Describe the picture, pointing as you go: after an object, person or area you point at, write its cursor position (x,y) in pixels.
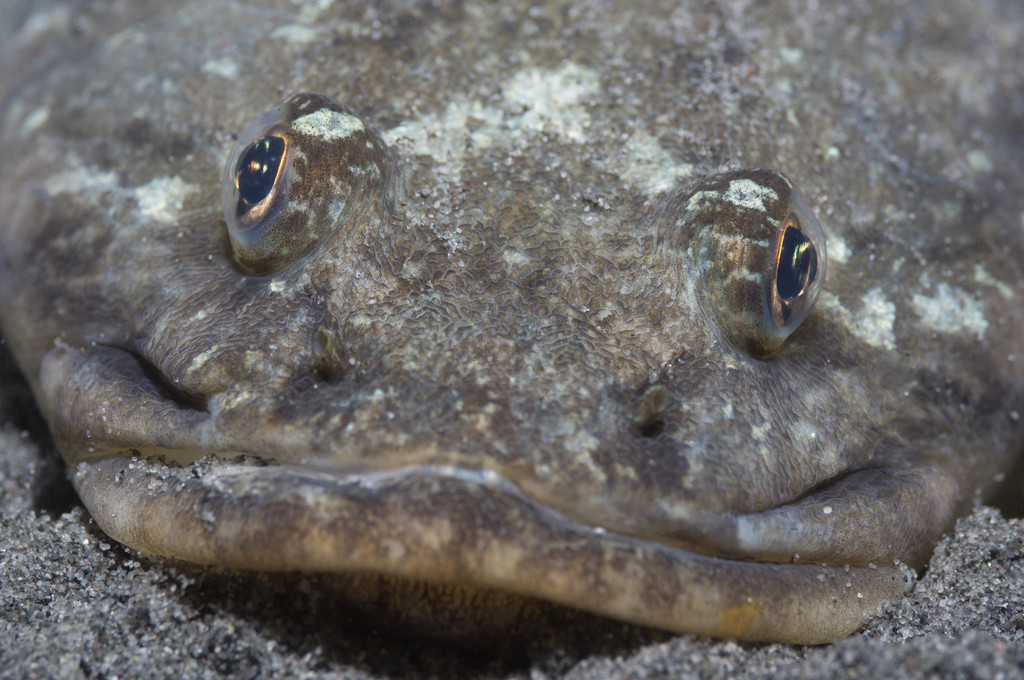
In the image in the center (478,314), we can see one fish (323,166), which is brown in color.
